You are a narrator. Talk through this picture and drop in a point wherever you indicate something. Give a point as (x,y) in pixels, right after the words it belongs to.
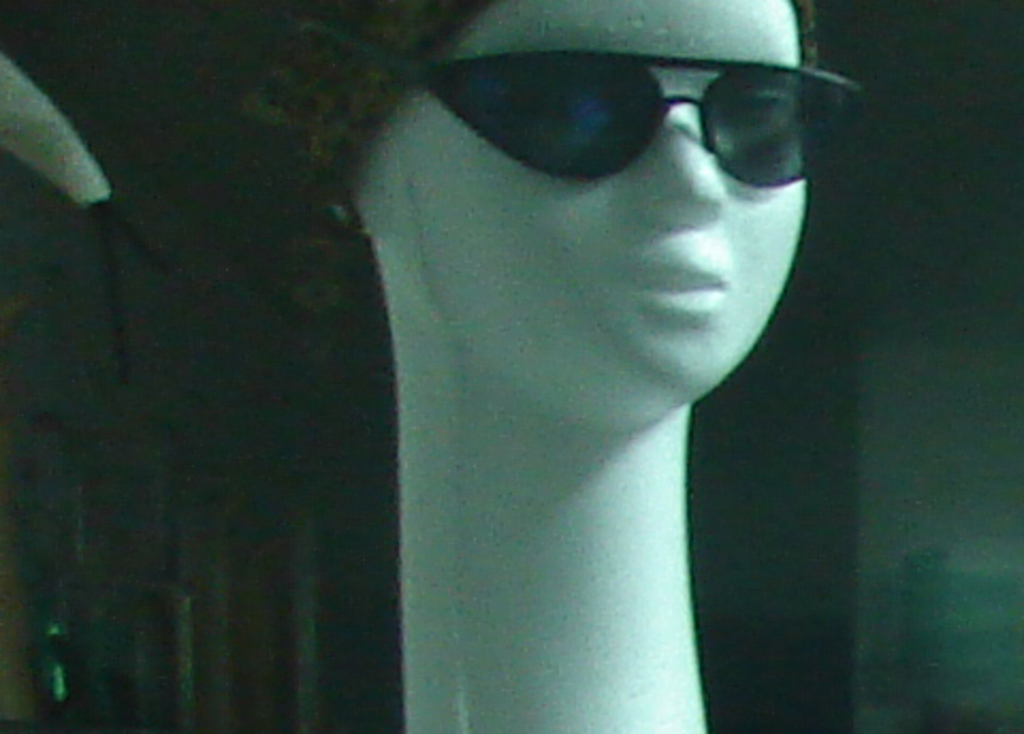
In this image we can see a doll (600,203) with goggles (601,108) and a dark background (138,716).
